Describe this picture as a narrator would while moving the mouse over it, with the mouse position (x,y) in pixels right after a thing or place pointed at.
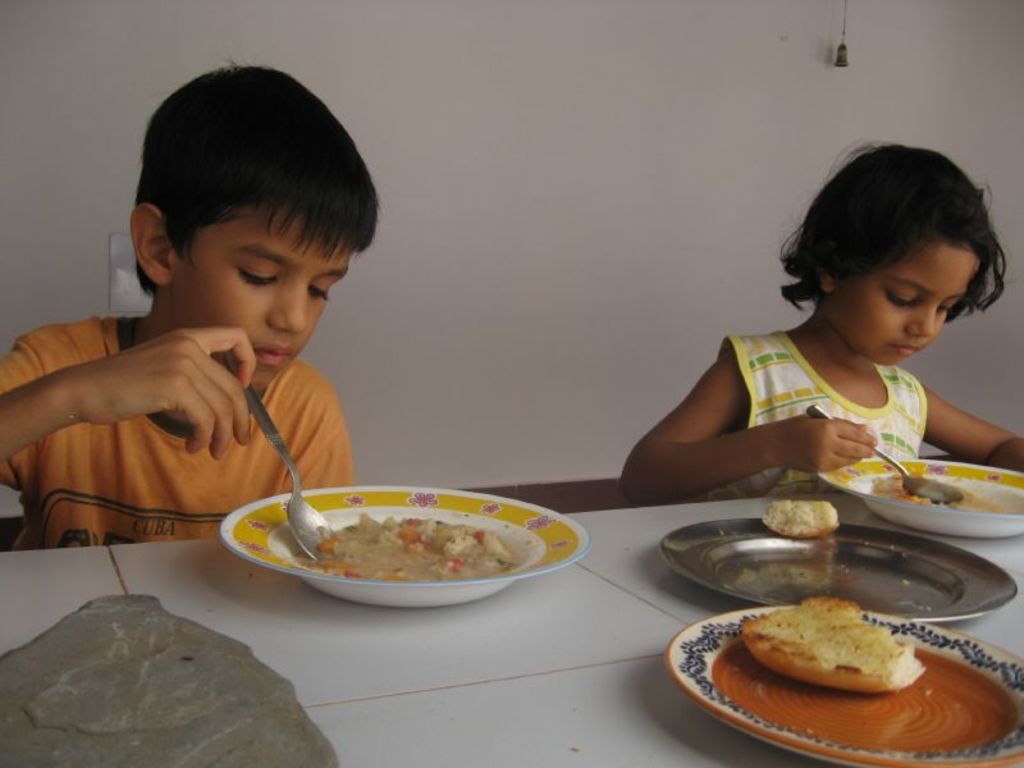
In this image we can see two children (824,206) sitting holding the spoons (291,514). We can also see a table (24,625) in front of them containing some food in the plates (870,711). On the backside (671,309) we can see a wall (644,199) and a wall hanging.
